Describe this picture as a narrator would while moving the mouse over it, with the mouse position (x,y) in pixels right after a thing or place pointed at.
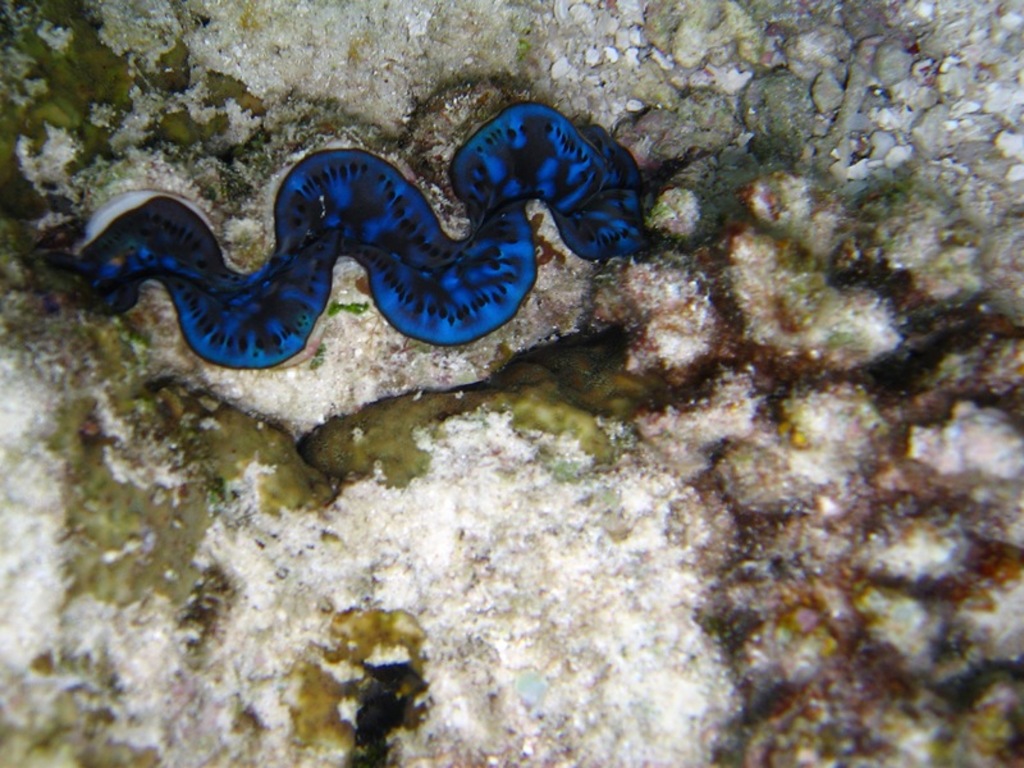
In the foreground (262,333) I can see a giant clam (280,336) in the water (624,410). This image is taken may be in the ocean (427,29).
